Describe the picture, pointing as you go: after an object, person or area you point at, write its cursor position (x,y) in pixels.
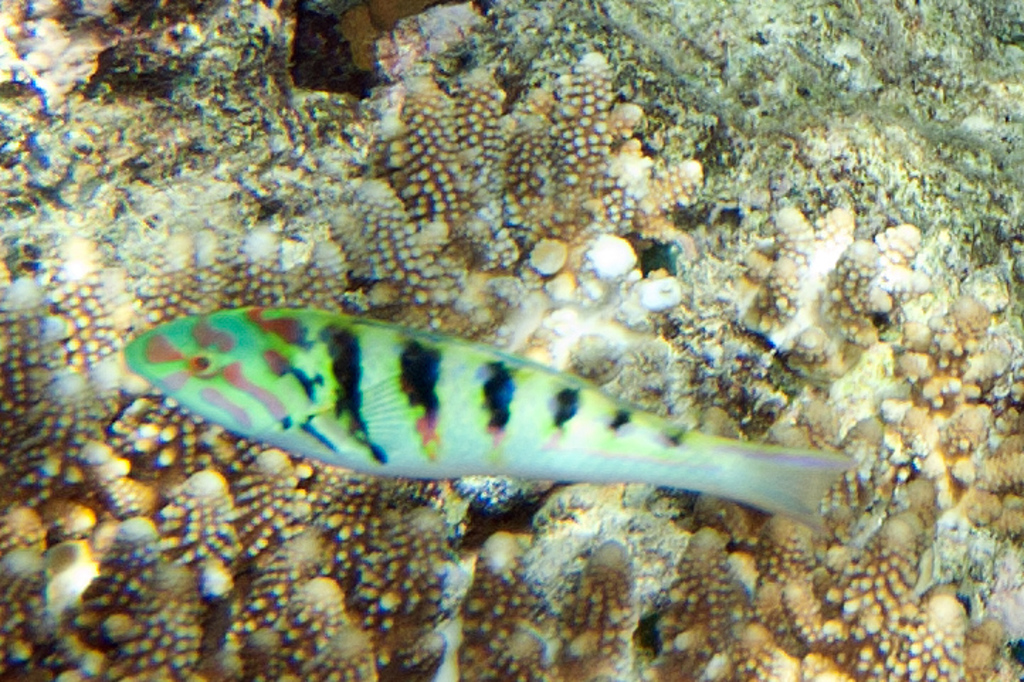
In this image I can see a green color fish (309,422).
